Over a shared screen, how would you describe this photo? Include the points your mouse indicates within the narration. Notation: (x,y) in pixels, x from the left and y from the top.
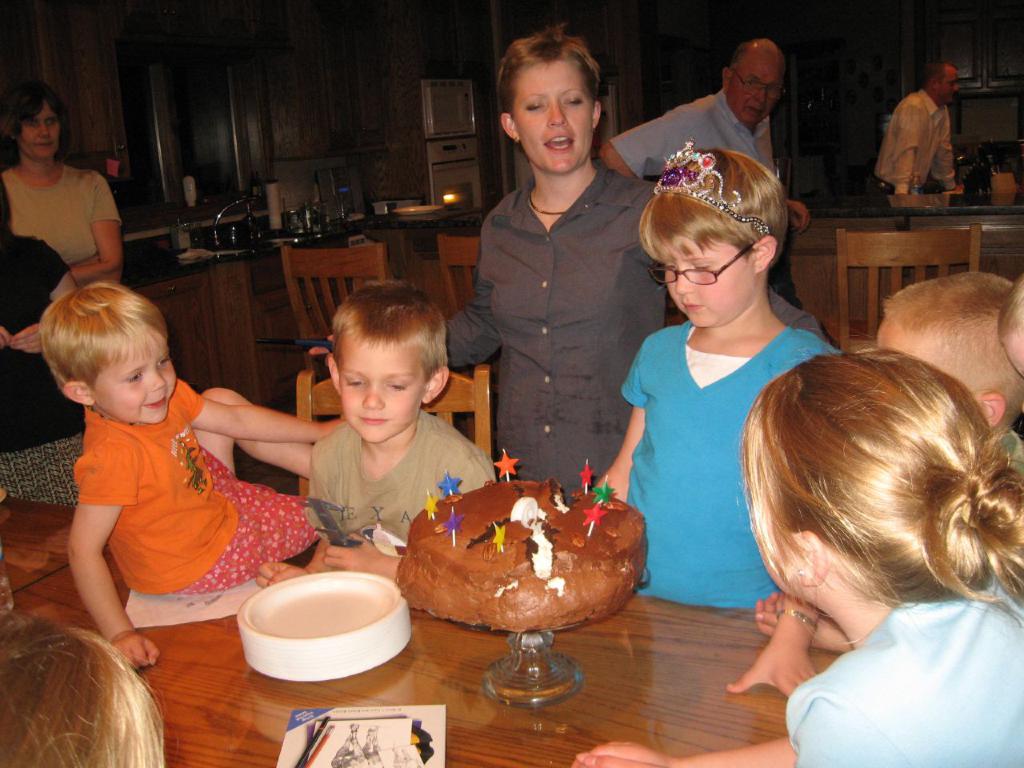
In this image we can see a group of people (572,398), cake (533,606), table (467,634), chairs (849,262) and other objects (250,199). There is a wooden wall (804,51) in the background (344,79).
